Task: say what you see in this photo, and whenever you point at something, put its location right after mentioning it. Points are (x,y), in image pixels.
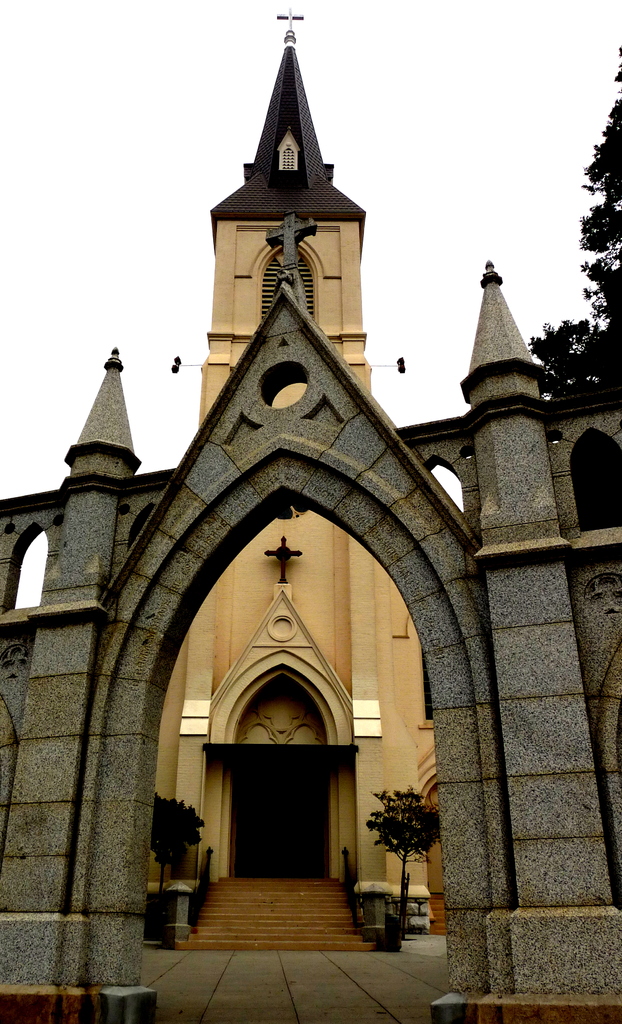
In this image we can see a building (360,796), houseplants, stairs (296,888), railings (205,889), trees (552,365) and sky (393,305).
